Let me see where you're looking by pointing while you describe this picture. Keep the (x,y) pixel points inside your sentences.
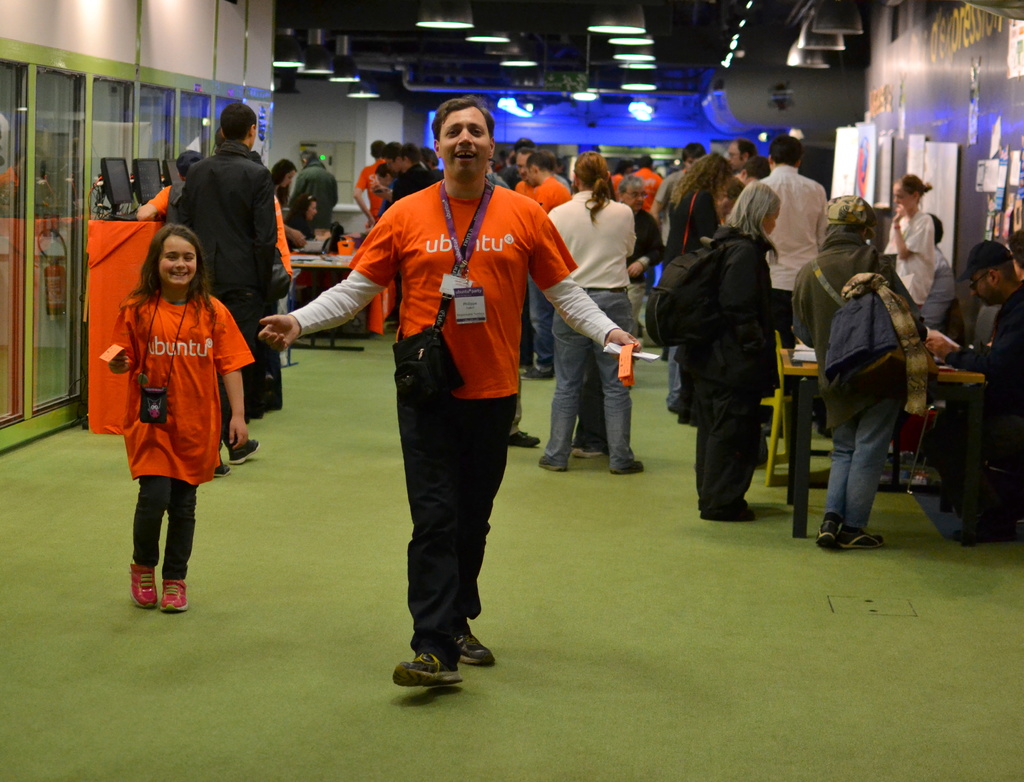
In this picture we can see a man (529,256) wearing orange t-shirt (483,369) and standing in the front (432,589). Beside there is a small girl (196,380) standing and smiling. In the background (221,206) there is a group of persons (581,246) standing in the hall (193,69). On the left side (46,111) we can see the glass door (84,155) and some computer screens (160,180). On the top ceiling (551,68) we can see the spotlights (640,102).
